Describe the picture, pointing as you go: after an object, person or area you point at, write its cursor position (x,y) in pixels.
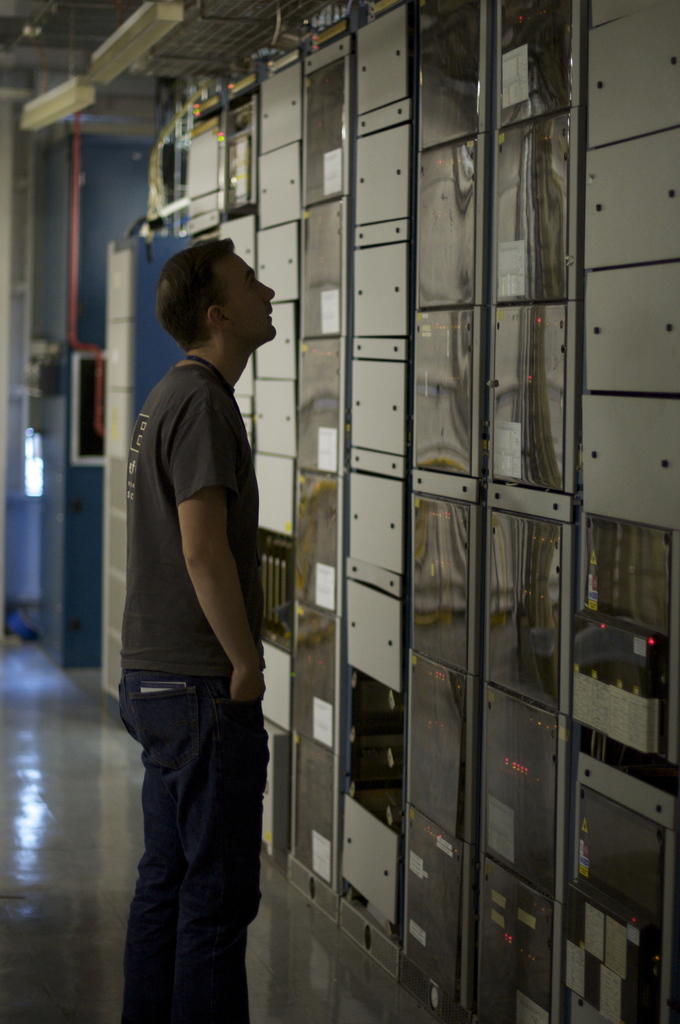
In this image there is a man (156,485) standing, and in the background (278,466) there are machines (538,638).
